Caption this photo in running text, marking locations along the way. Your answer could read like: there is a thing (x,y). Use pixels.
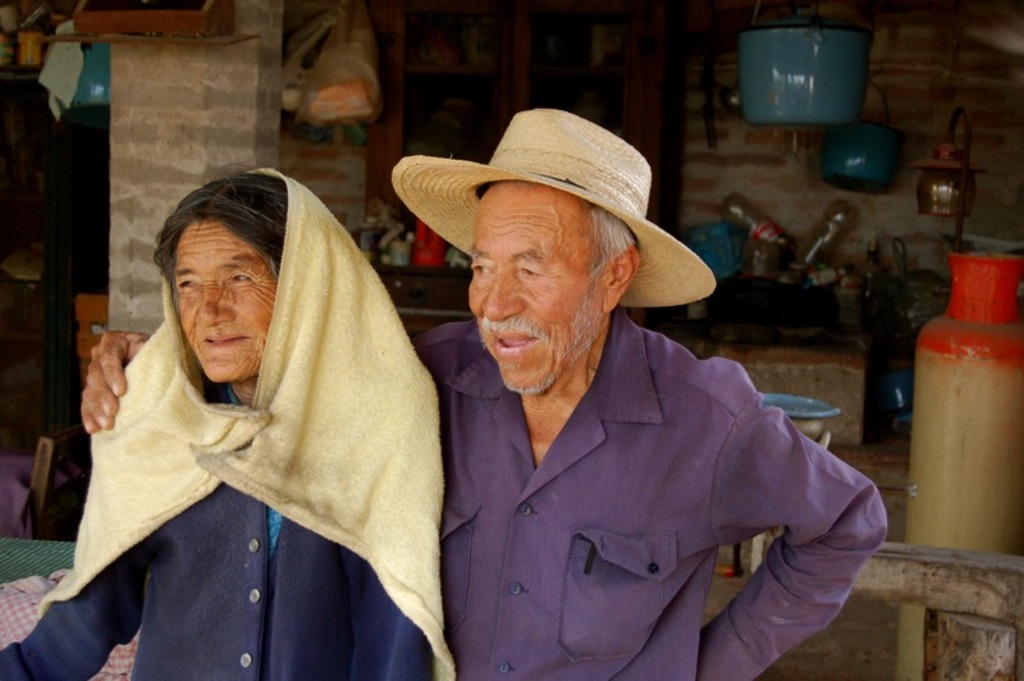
In this image we can see a woman (252,412) wearing scarf (319,438) and a man (614,454) wearing hat (565,178). In the back (244,118) there is a pillar (186,117), wall (807,180) and a cupboard (626,130). Also there are bottles (737,207), baskets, packets (335,86) and many other items (967,296).
